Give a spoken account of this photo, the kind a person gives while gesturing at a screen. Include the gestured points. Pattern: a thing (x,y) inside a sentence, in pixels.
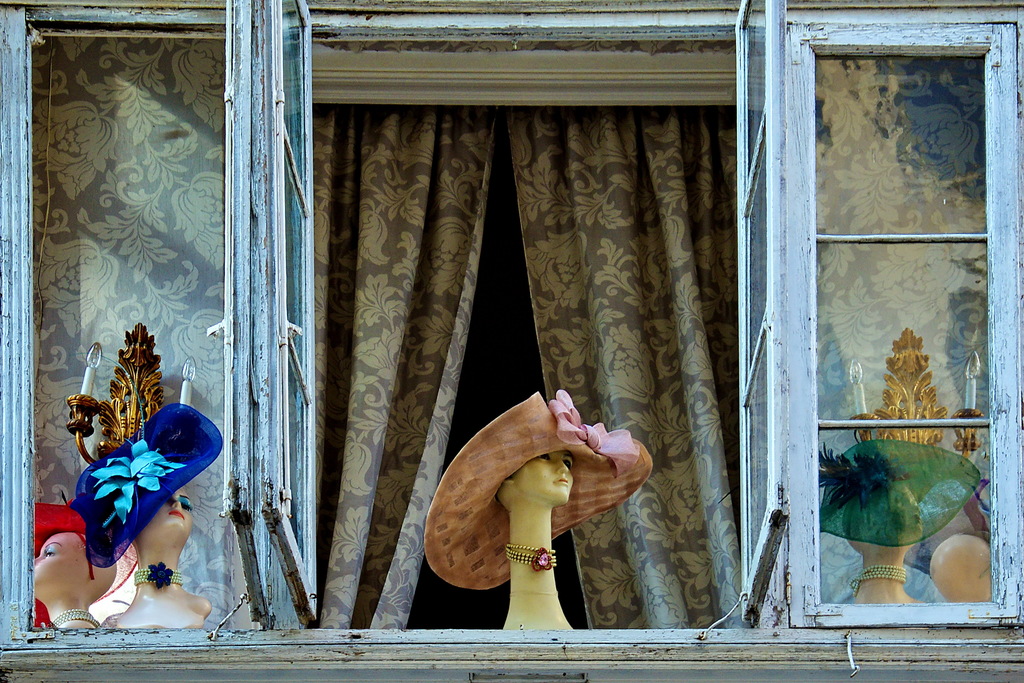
In this picture we can see few mannequins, caps (188,437), lights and curtains (543,369), also we can find few metal rods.
